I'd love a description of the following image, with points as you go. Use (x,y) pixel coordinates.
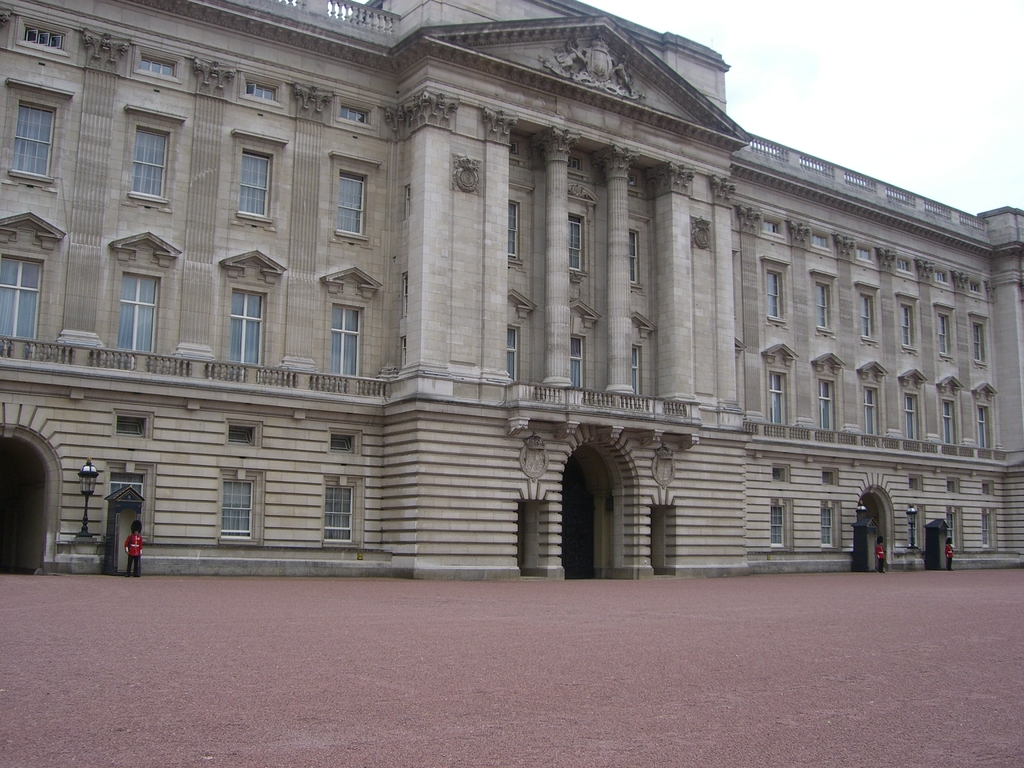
In this image there is a palace (374,347) with security guards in front of it.
